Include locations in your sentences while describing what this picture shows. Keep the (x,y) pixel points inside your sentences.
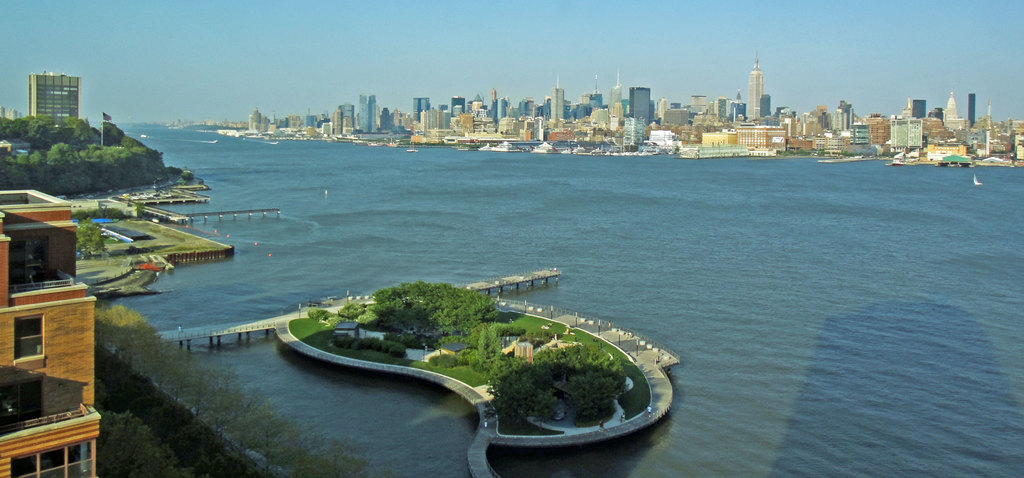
In this image there is water (647,266). There is a bridge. There are buildings (68,362) and trees (110,376) on the left side (74,322). There are so many buildings (931,121) on the background (944,122). There is a sky (568,33).
